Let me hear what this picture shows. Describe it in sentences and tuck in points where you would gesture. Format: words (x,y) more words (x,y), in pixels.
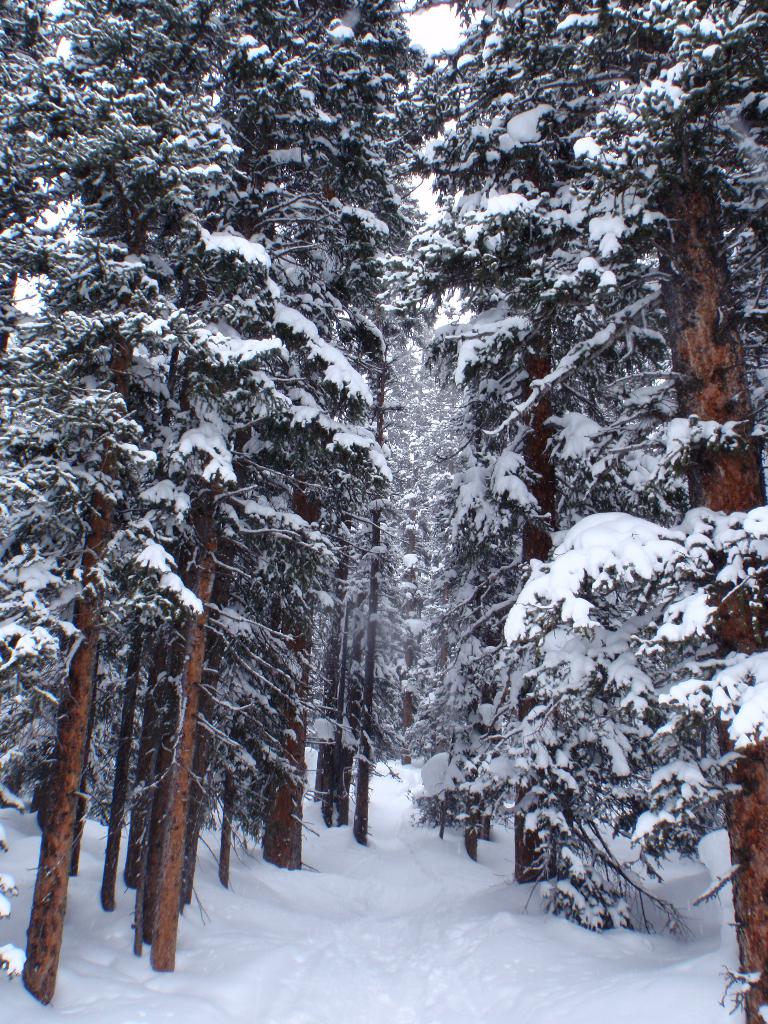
In this image, we can see so many trees (415,744) with snow (426,676). At the bottom (260,919), there is a snow (471,937).
